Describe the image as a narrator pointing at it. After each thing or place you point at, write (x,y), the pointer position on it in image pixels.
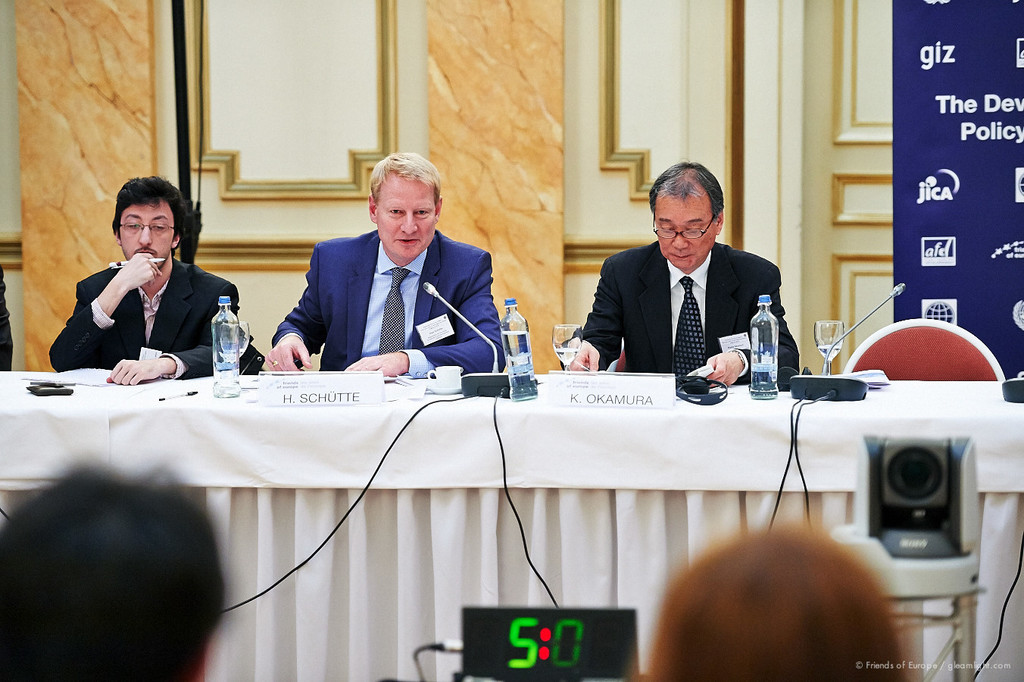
In the middle (440,350) a man (408,355) is sitting and speaking in the microphone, he wore blue color coat (424,310), beside him two other men (673,291) are sitting, they wore black color coats (599,340), there are water bottles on this table (555,444).
